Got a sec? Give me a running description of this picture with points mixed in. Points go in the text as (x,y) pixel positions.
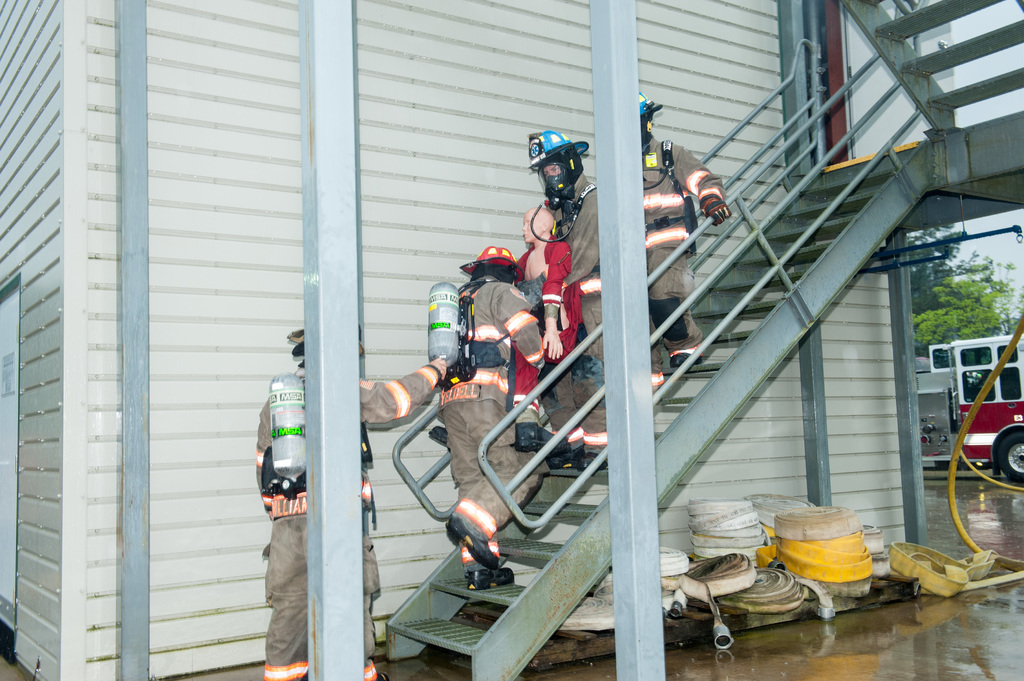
Here people (530,333) are using stairs (658,432), a man (681,368) is standing, there is a vehicle (981,413), this is a tree (966,317).
